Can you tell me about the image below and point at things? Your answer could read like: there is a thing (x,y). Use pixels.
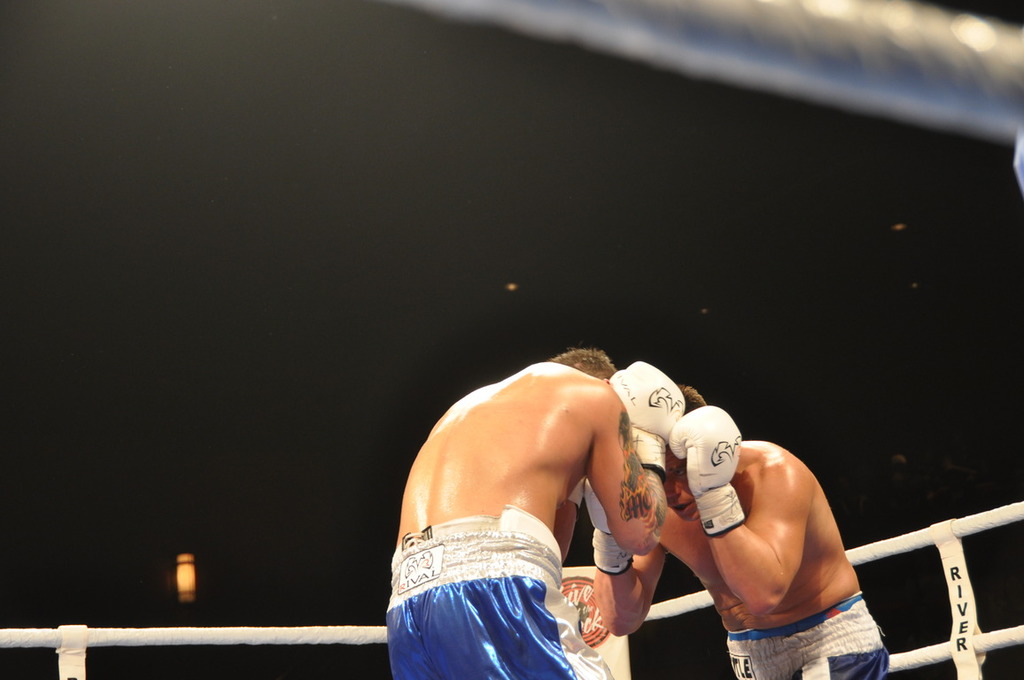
In the foreground of the picture (615,521) we can see two persons (588,502) in a boxing ring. At the top (492,185) it is dark.
